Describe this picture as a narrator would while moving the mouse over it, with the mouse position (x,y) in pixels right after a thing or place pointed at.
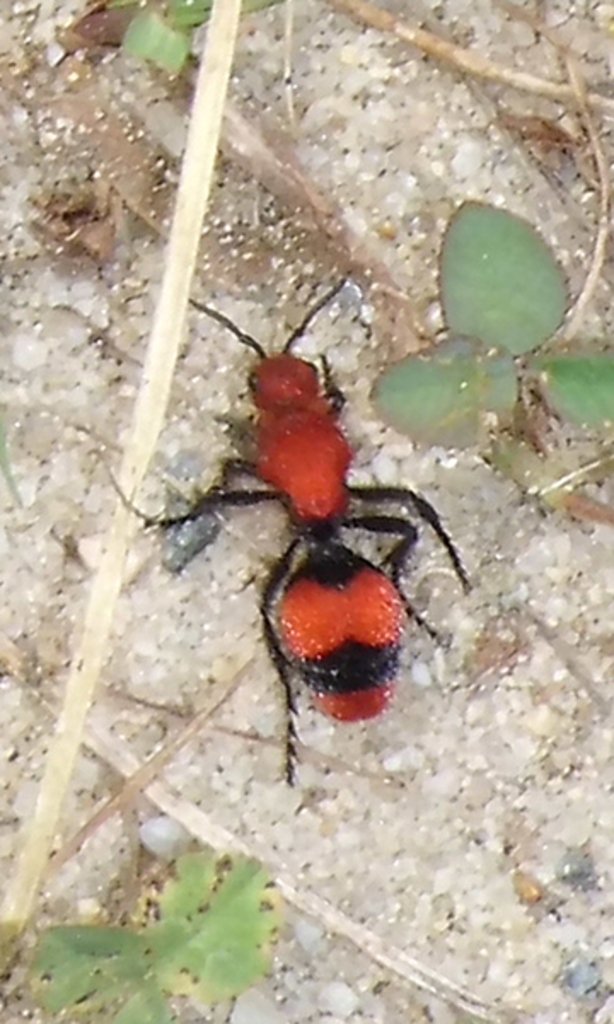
In this picture we can see an ant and plants (520,336) on the ground (216,773).
